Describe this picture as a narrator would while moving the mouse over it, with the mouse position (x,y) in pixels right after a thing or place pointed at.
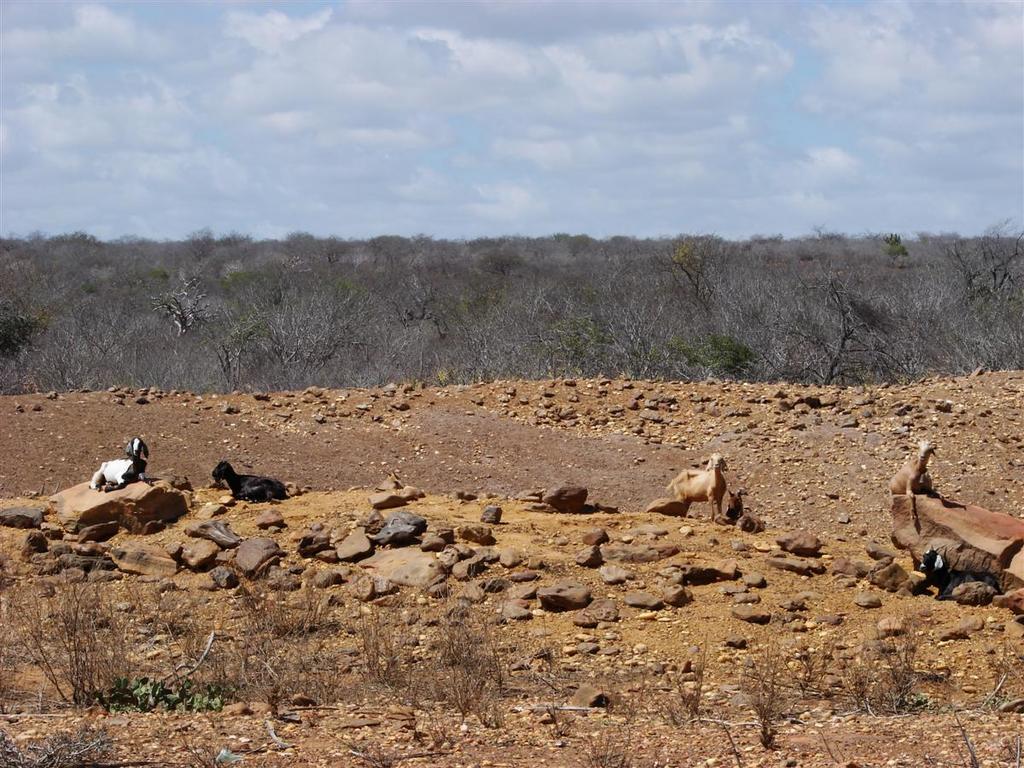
In this image we can see group of animals (908,473) on the surface (684,560). In the foreground (955,597) we can see some plants (89,662) and rocks (1011,575). In the background (885,337), we can see a group of trees (639,314) and the cloudy sky (595,117).
